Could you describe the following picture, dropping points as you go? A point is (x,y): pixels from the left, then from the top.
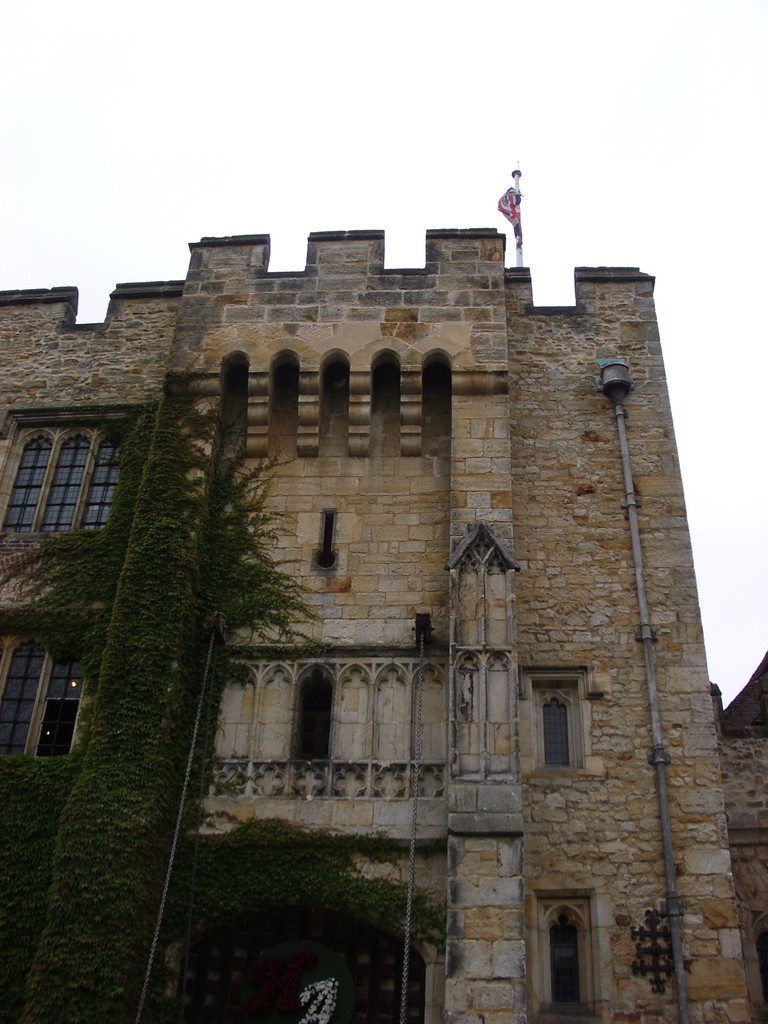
In this picture there is a building (378,458) and there is a flag (506,207) above it and there is greenery (132,746) on the walls (388,430) in the left corner (128,777).
